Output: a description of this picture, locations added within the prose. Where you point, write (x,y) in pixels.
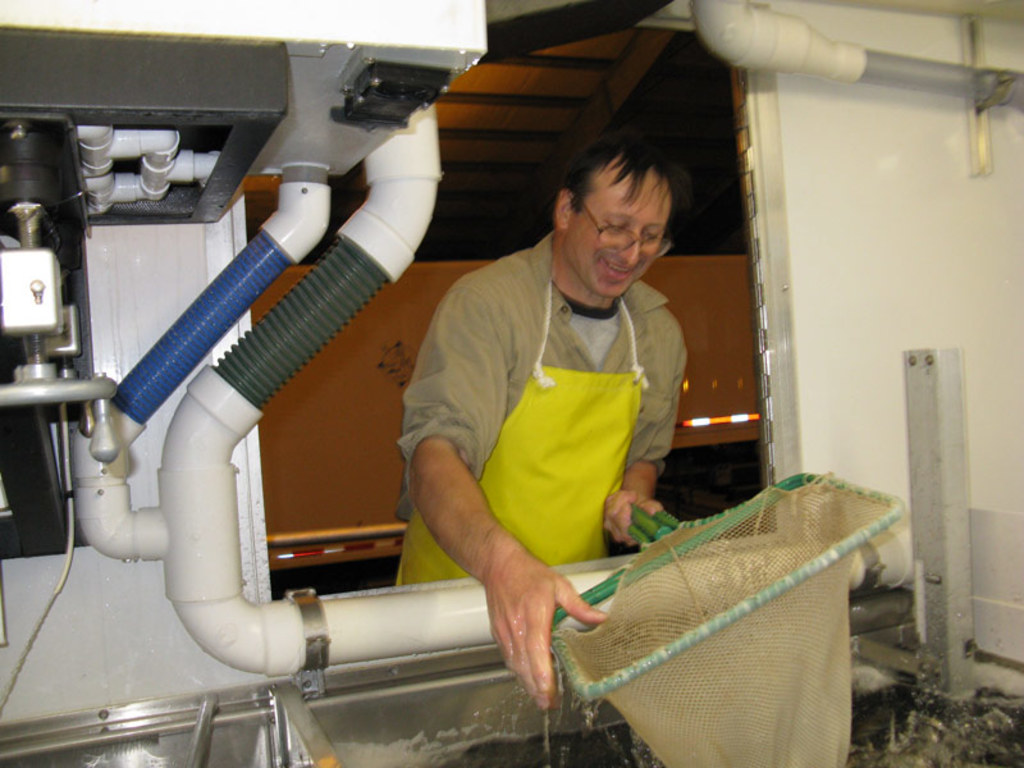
In this image there is a person (499,396) wearing an apron (553,433) is holding a net (623,624) is having a smile on his face (628,213), beside the person (490,391) there is a machine (218,438).
